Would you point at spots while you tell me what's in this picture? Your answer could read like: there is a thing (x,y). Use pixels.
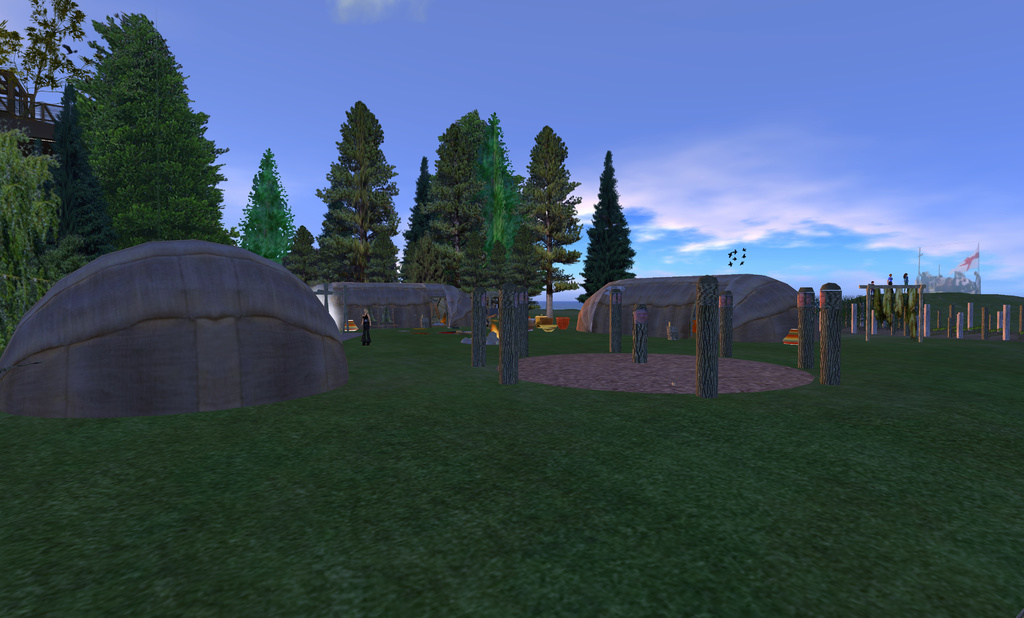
In this picture we can see a graphical image, here we can see stones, poles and a person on the ground (398,468) and in the background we can see a flag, sky (647,22).
